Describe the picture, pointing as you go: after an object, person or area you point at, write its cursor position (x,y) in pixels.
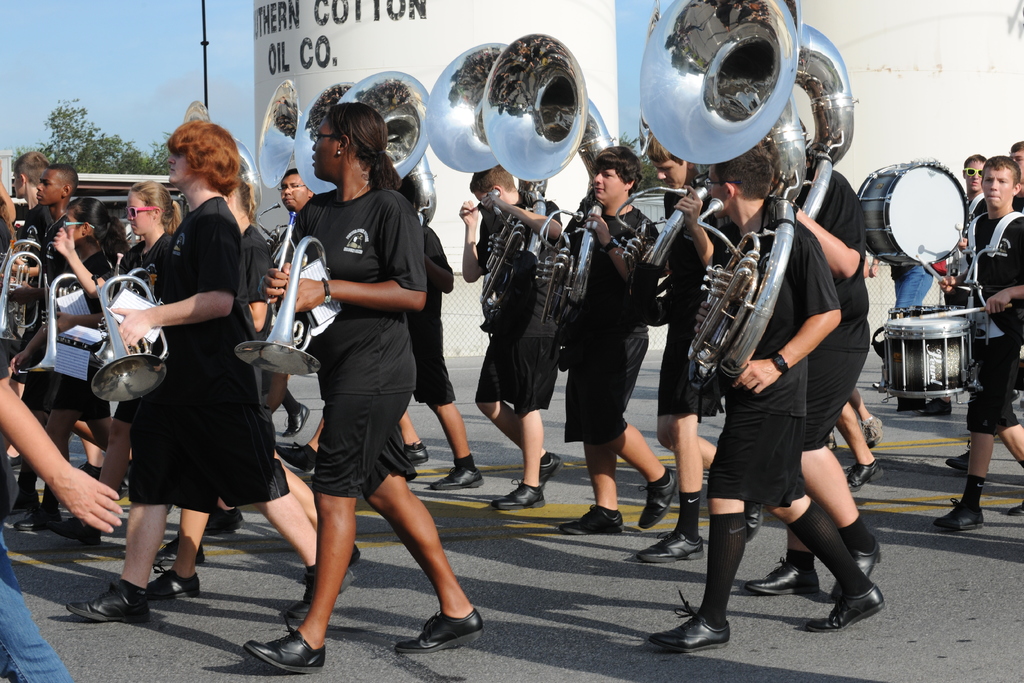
In this image we can see so many men (978,234) and women (386,351) are walking on the road (497,580) and playing musical instruments (511,257). In the background (537,25), we can see the trees (63,161), white color circular shaped structures (963,50), fence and the sky (160,61).
